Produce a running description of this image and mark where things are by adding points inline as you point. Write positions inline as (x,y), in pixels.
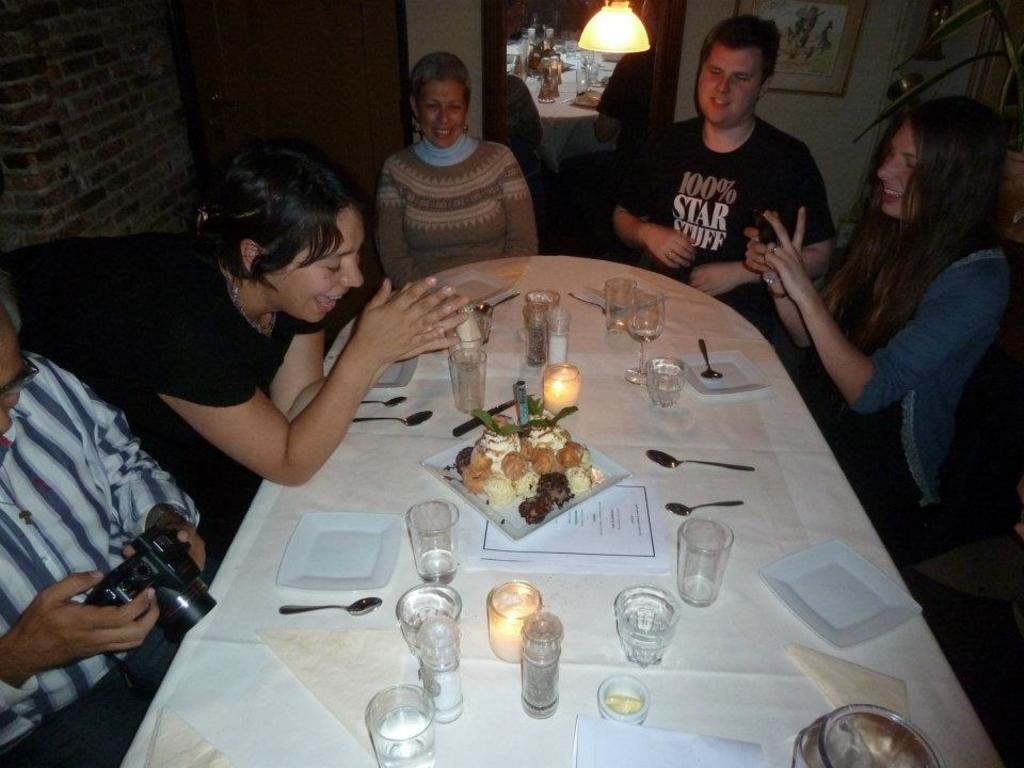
In the picture we can see some people (179,353) are sitting on the chairs (973,450) near the table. On the table (454,279) we can find a white cloth (741,455) some glasses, papers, food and candle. In the background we can find two doors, brick wall (7,122), photo frames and to the ceiling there is a light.
